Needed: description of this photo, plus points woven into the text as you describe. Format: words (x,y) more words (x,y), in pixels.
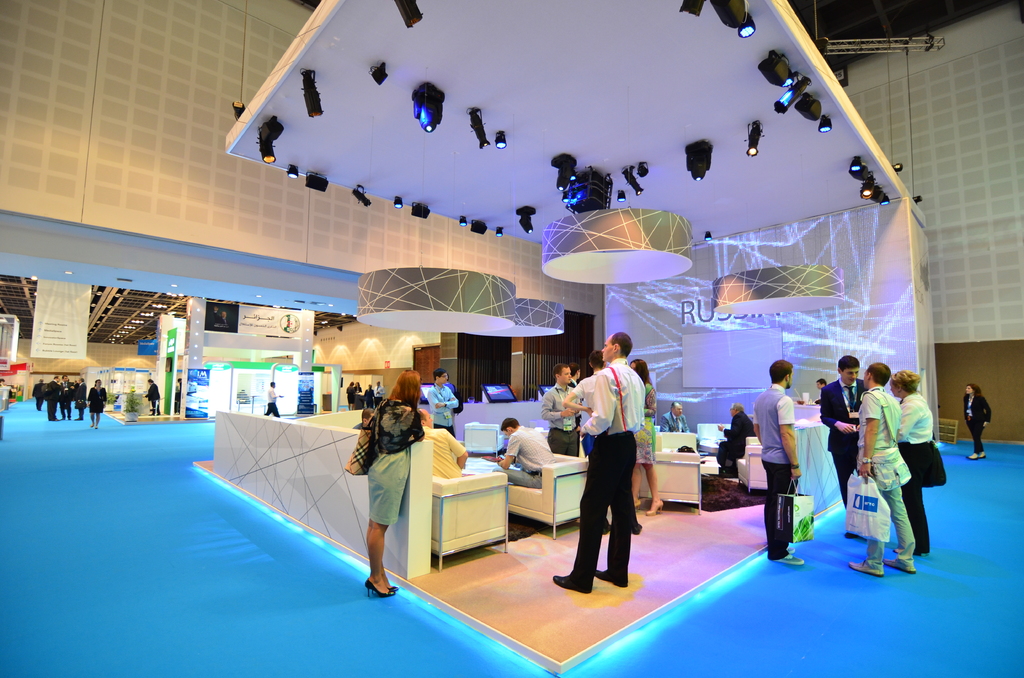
In this image we can see people (504,469) sitting on the sofa (563,499) and some are standing on the floor (130,425). In the background (634,168) we can see electric lights (562,165), information boards (58,292) and advertisements (86,314) hanged to the wall (361,330).
